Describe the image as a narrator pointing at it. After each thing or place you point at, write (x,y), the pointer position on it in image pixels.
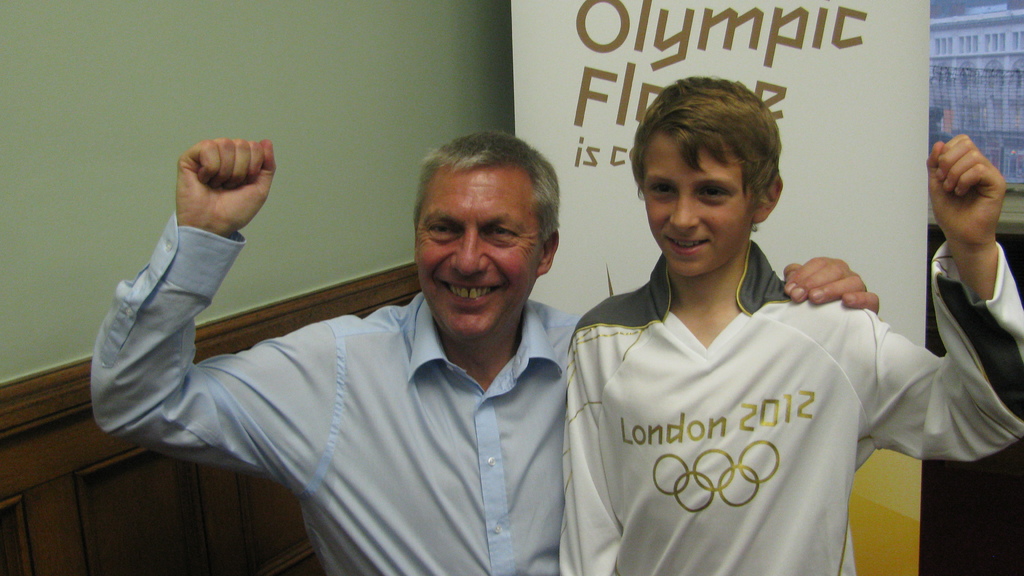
In this image we can see there are two persons (587,424) and at the back (620,67) we can see the banner (635,32) with text (632,72) near the wall (371,70). And we can see the building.
